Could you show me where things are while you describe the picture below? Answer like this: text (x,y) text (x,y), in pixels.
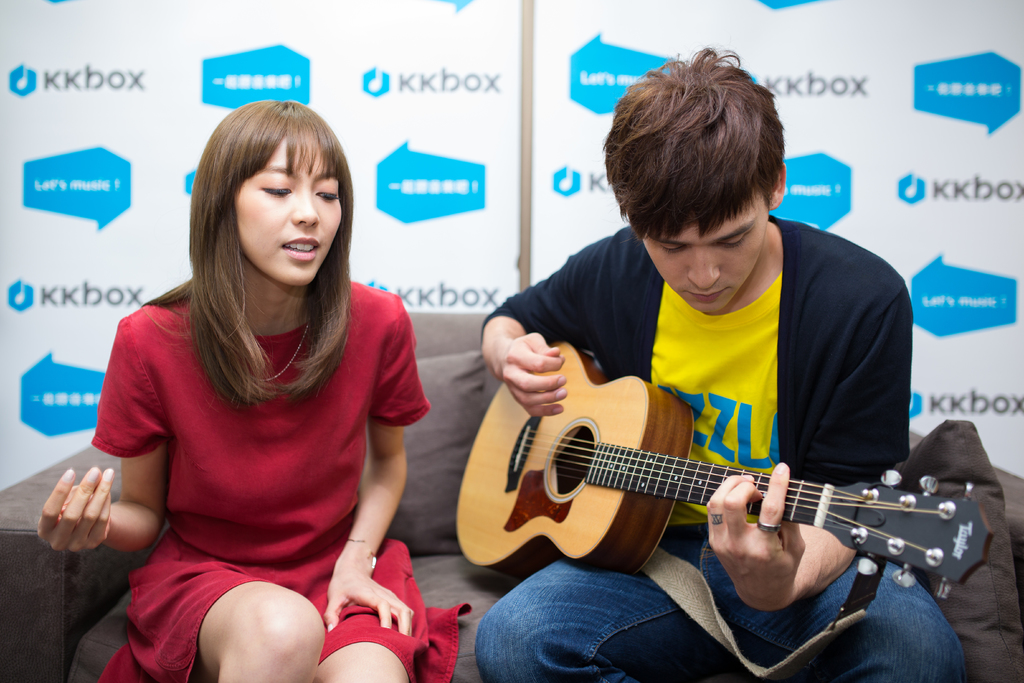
This woman (203,393) and this man (696,524) are sitting on a couch (455,499) with pillow (422,426). This woman (416,396) wore red dress (298,438). This man (726,353) wore jacket (820,317) and playing a guitar (671,431).
